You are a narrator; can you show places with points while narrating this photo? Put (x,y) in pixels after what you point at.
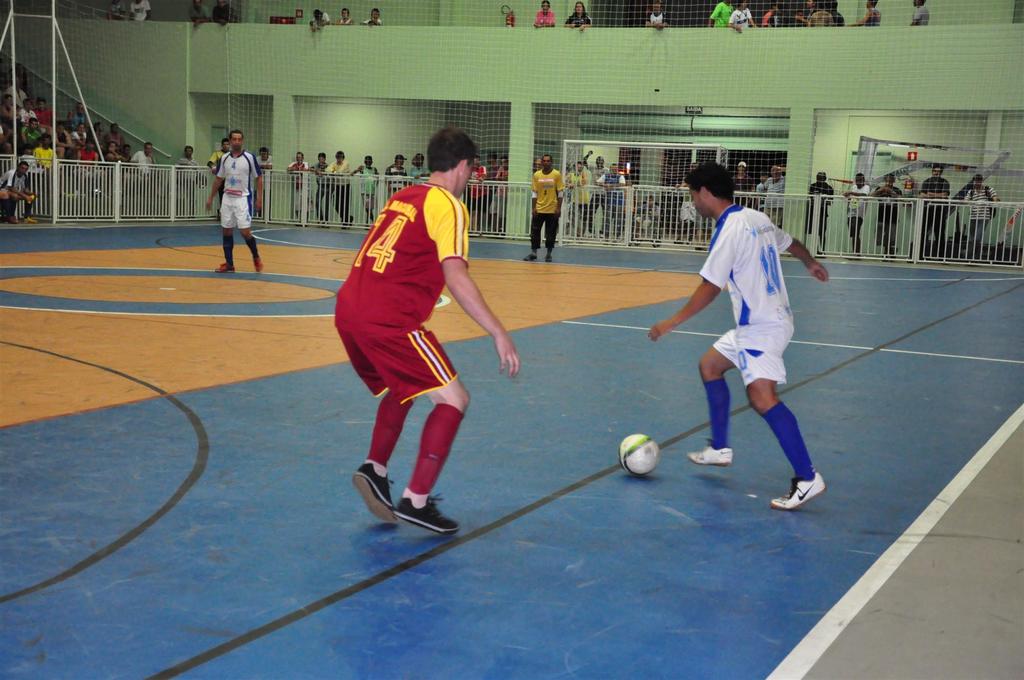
In front of the image there are two people (721,427). In front of them there is a ball (653,444). Behind them there are two people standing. On the left side of the image (3,186) there is a person (17,196) sitting. In the background of the image (694,222) there is a metal fence (580,210). There are metal rods (56,157), railing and a few other objects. There are a few people (71,157) sitting on the stairs (88,148) and there are a few people (191,148) standing in the building (292,78).
